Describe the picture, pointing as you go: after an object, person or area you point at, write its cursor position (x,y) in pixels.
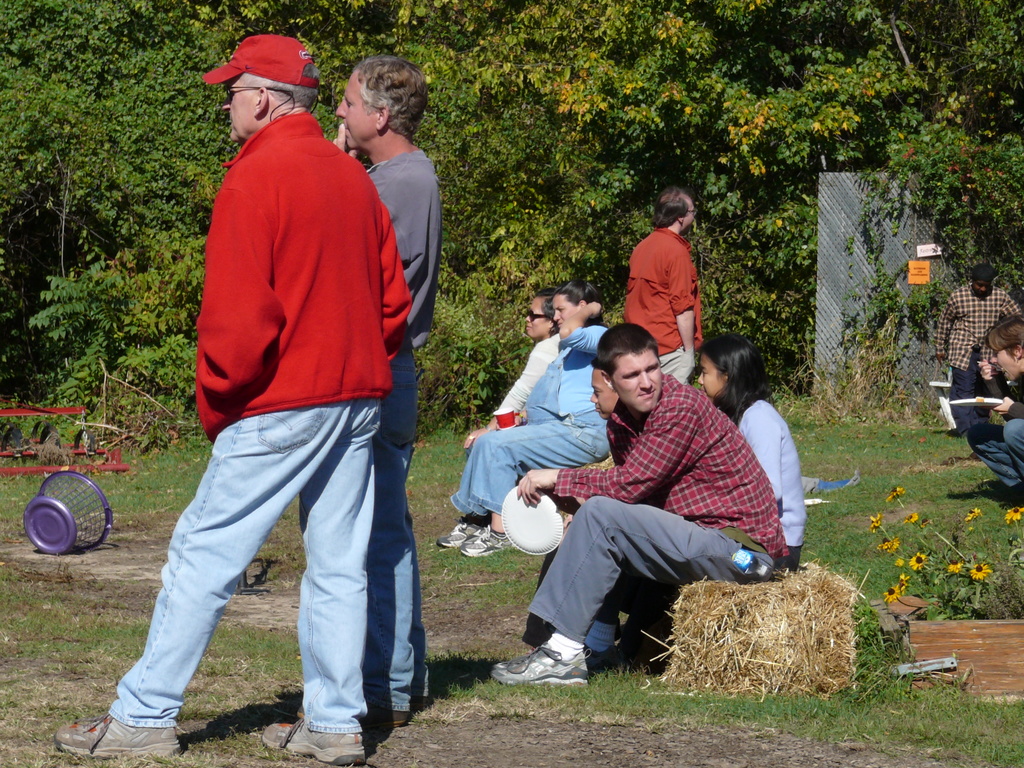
In this picture there is an old man (209,347) wearing a red color jacket (279,362) standing and seeing on the left side (217,226). Behind there is a boy (717,475) wearing a red check shirt (734,497) is sitting on the straw block (709,641). Beside there is a woman (742,390) wearing blue color shirt (769,441) is sitting. In the background (713,250) there is a fencing wall (843,225) and some trees (634,159).
